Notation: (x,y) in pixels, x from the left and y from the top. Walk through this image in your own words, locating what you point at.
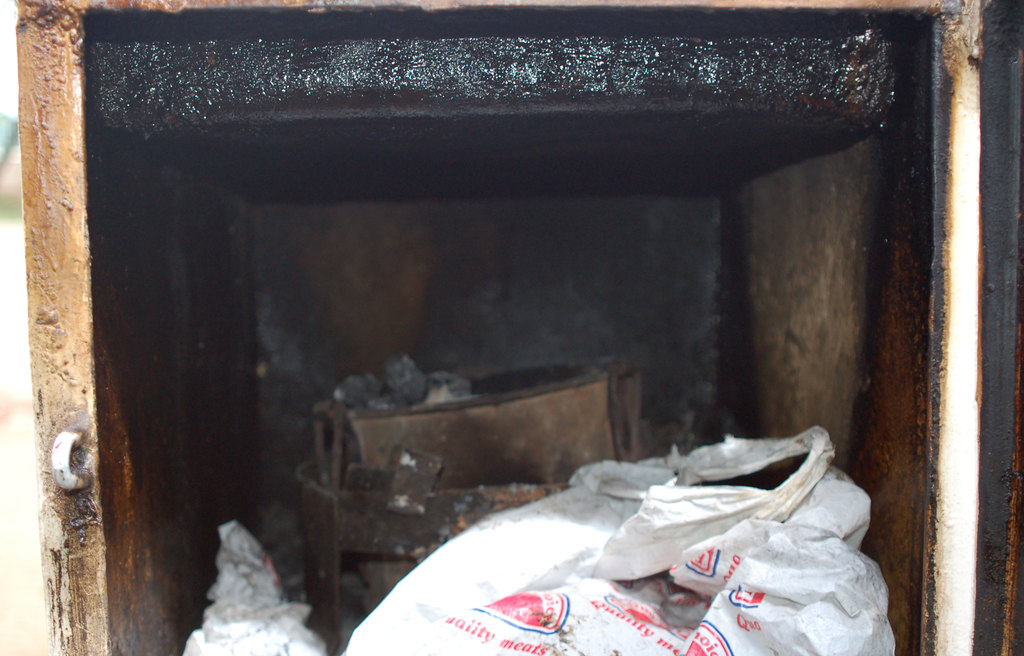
In the picture we can see some covers (499,586) and some other items (489,474) in a box (260,395).
